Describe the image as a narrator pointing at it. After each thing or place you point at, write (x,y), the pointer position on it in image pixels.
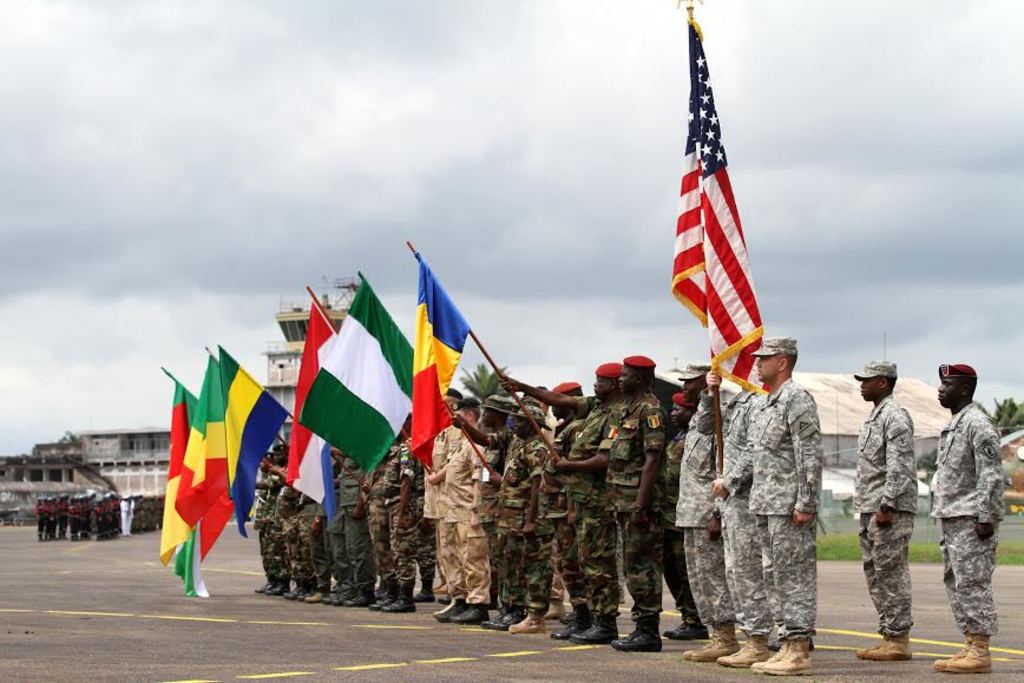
In this image there are people (389,494) standing on a road (216,615), few are holding flags (416,450) in their hands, in the background (142,526) there are people (88,518) standing and there are buildings (89,475), trees (1005,419) and the sky (417,213).
